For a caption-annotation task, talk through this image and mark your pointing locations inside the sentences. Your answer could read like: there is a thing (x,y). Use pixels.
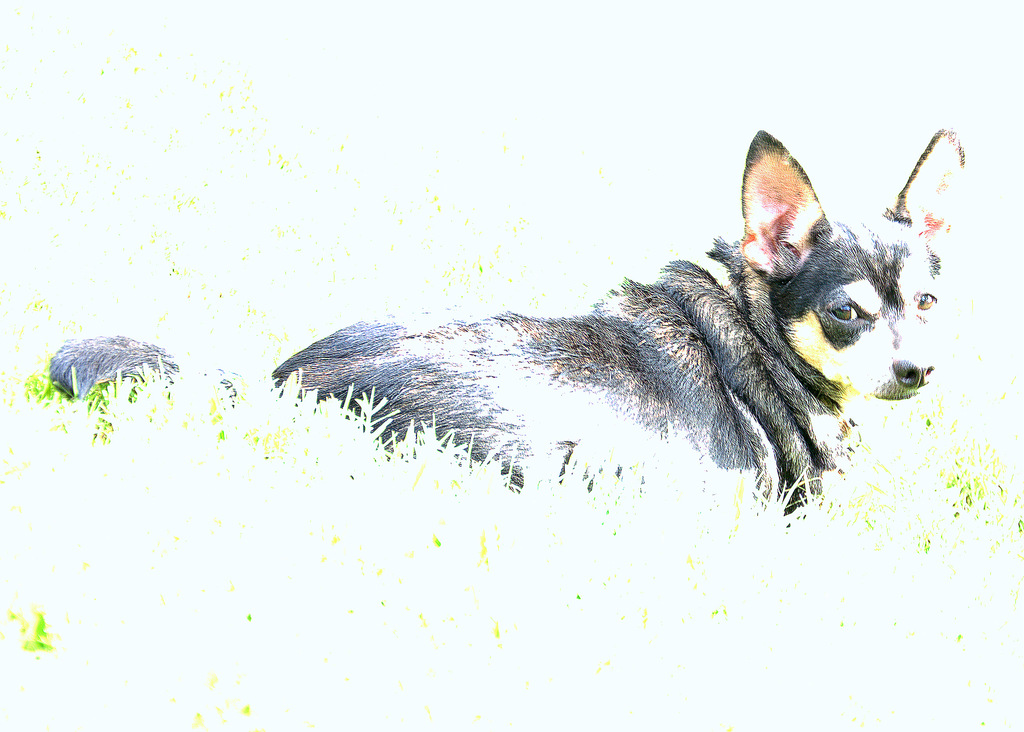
In this image I can see the dog (749,342) in black and white color. I can see the grass (307,214) and white color background (792,43).
